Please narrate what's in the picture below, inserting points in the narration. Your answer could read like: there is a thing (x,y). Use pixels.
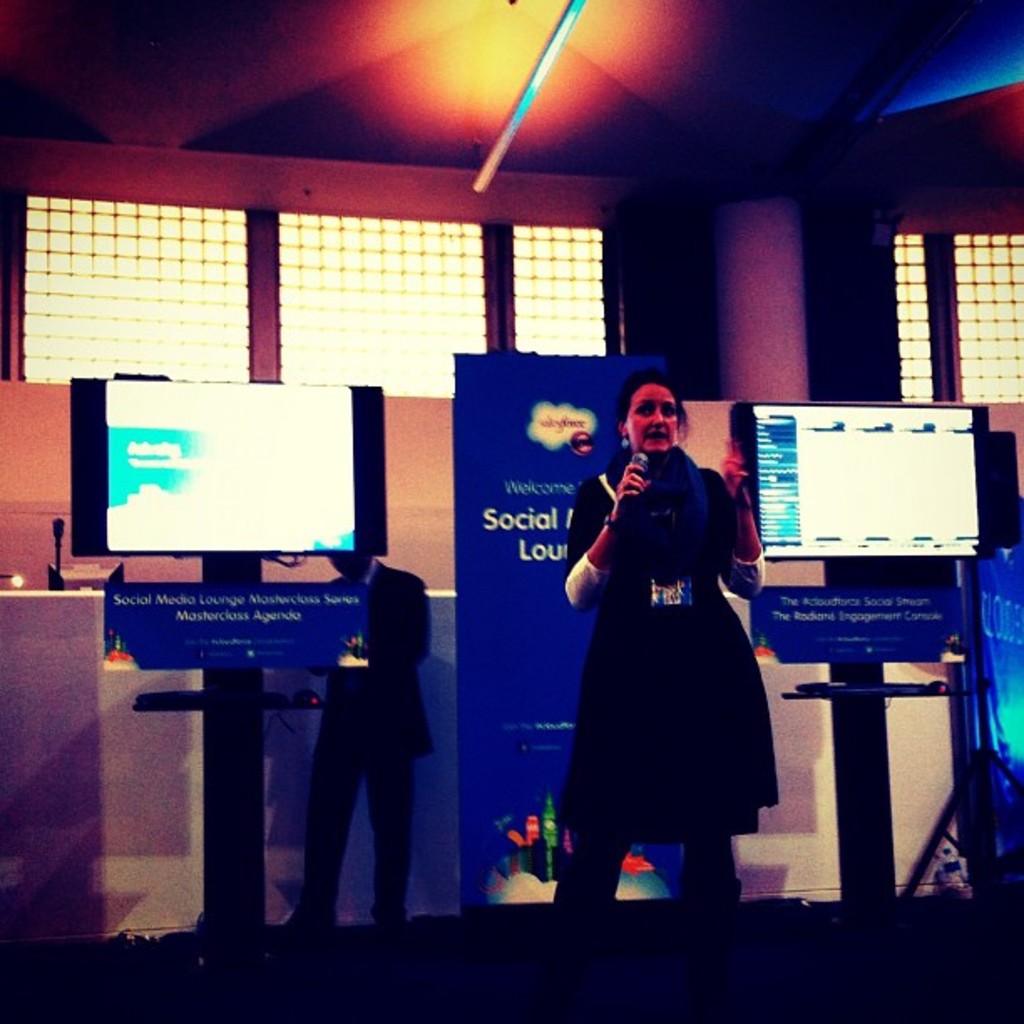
In this image we can see persons (634,794) standing on the floor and one of them is holding a mic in the hands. In the background (470,448) we can see mics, electric lights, advertisement boards (550,598) and display screens (329,532).
